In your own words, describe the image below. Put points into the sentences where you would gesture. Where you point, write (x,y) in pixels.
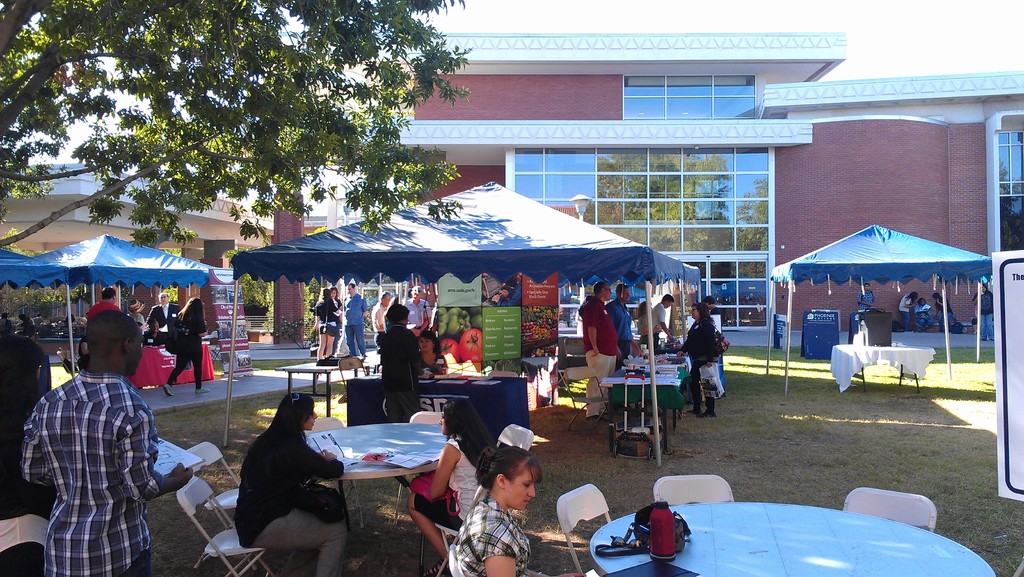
In this image we can see the buildings (783,114) and windows (754,84). And we can see the trees (299,70). And we can see the tents (181,263). And we can see the chairs (195,506) and tables (734,551). And we can see some objects (645,365) on the table (631,390). And we can see some posts (650,353) and boards (497,343). And we can see the sky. And we can see some people (940,308) sitting and some are standing.
